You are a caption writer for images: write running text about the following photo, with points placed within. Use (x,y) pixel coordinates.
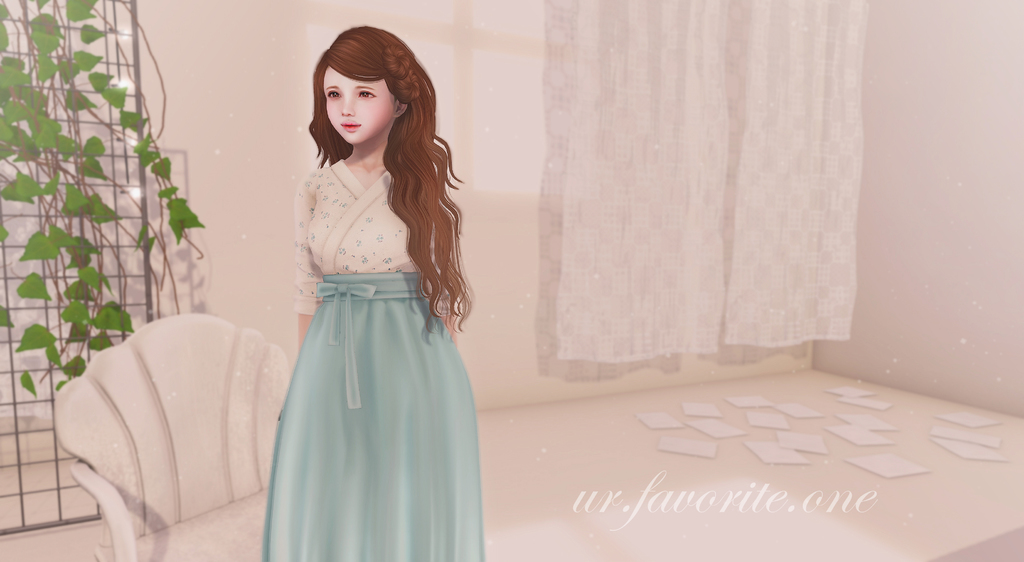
This is an animation image. In this image we can see a chair (197,436), girl (413,413) standing on the floor (493,532), curtain (616,250), creeper (100,288) to the grills (115,255) and papers (766,427) on the floor (600,439).
